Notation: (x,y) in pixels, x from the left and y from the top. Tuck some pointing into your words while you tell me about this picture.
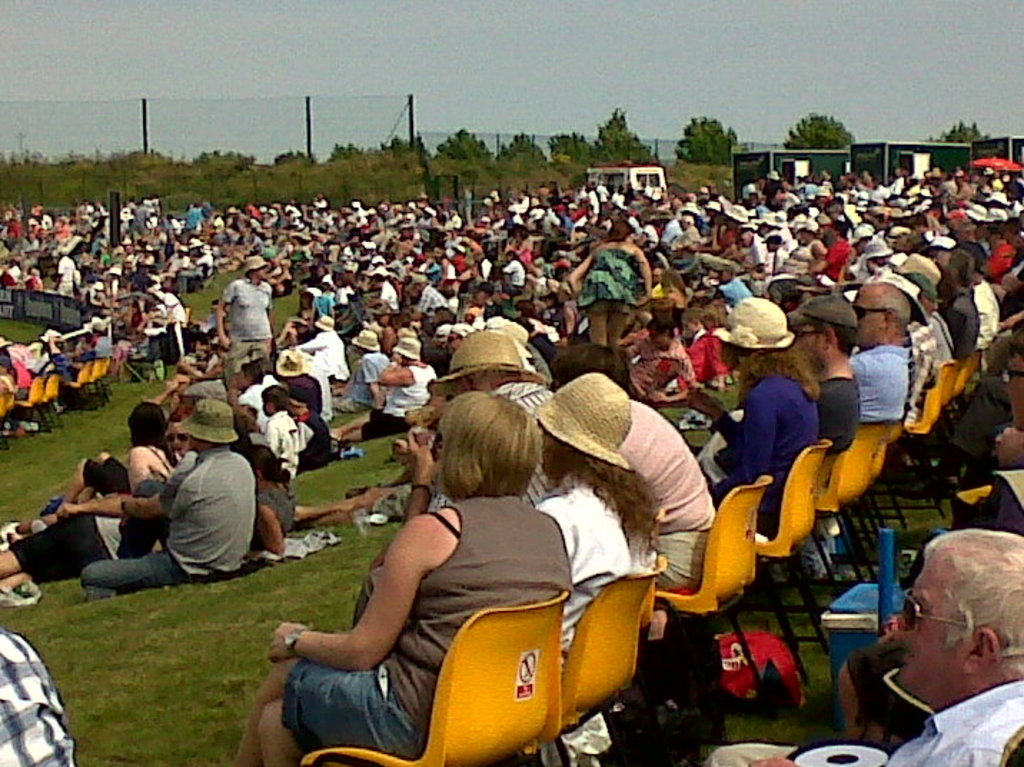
In this image we can see person (765,183) sitting on the chairs (634,612), sitting on the ground (232,593), standing on the ground (249,585) and lying on the ground (334,488). In the background (479,108) there are sky (335,41), fences (287,117), trees (580,167), motor vehicles (595,177) and bags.
